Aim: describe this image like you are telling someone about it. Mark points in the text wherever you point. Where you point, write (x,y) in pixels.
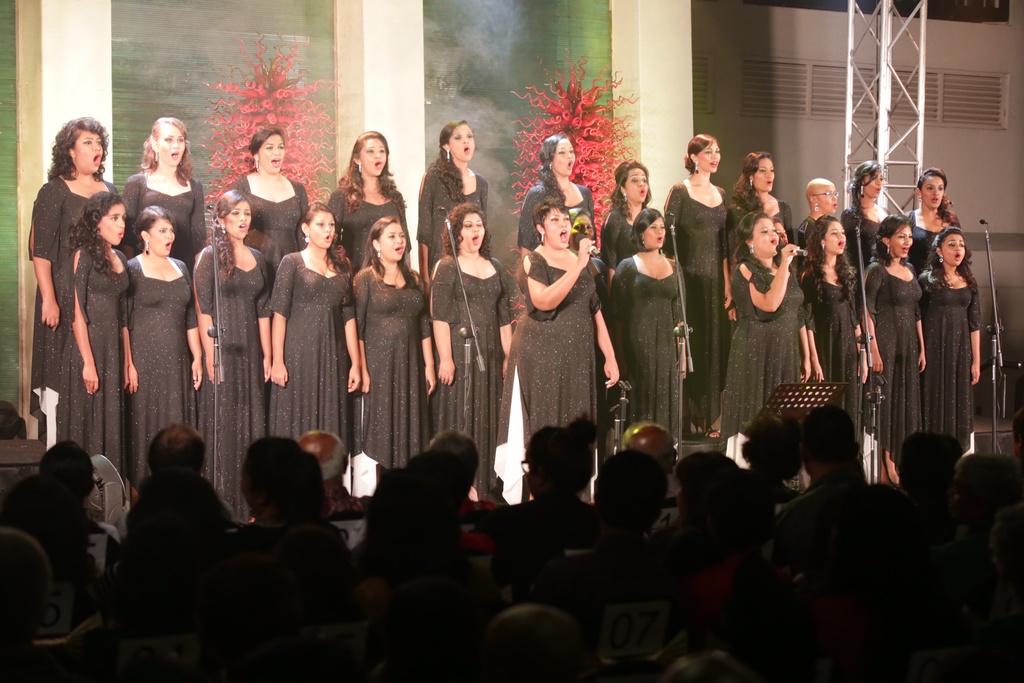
In this image on the stage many ladies (619,282) are singing. They all are wearing black dress (175,196). In front of them there are mics (217,231). In the foreground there are audience (904,545). In the background (490,109) there is a wall (795,71) and a pillar (876,118).
